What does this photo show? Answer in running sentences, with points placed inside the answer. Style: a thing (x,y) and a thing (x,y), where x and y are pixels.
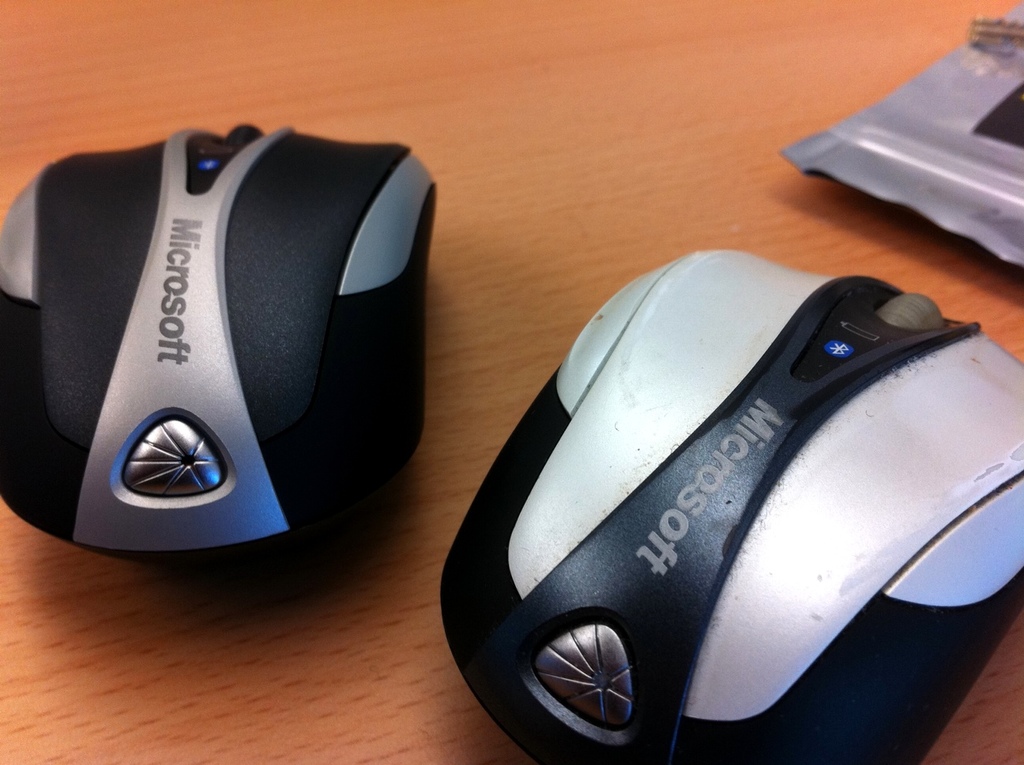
In this picture we can see few mouses (659,414) and an object (977,178).
